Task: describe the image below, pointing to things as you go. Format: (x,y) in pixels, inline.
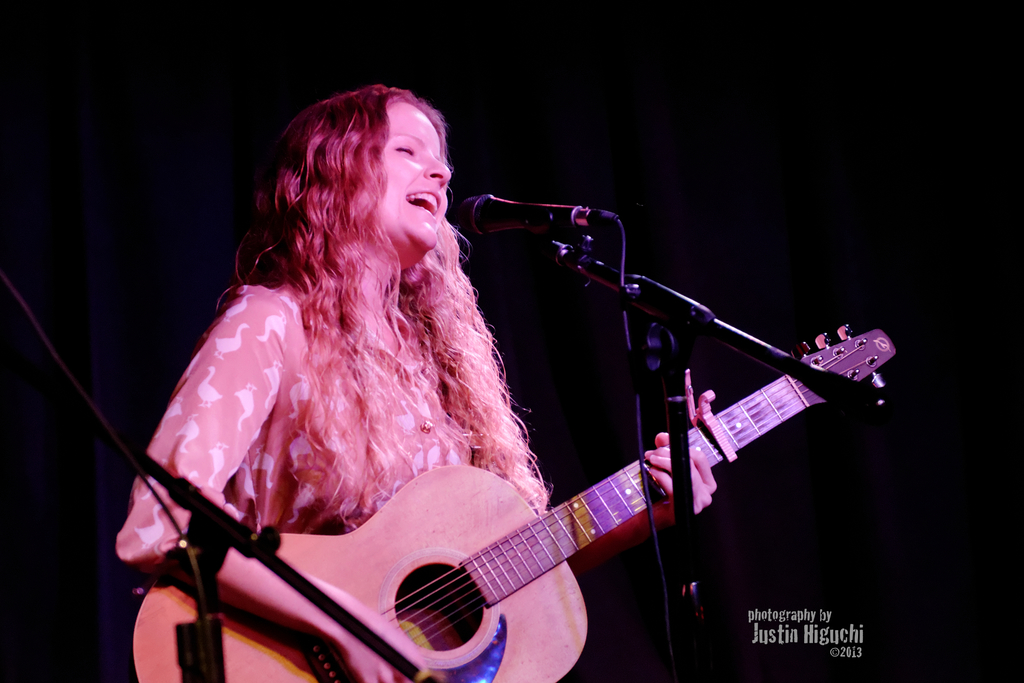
In this picture we can see a woman (310,295) standing in front of a mike (507,209), singing and playing guitar (576,497). Background (794,285) is dark.
